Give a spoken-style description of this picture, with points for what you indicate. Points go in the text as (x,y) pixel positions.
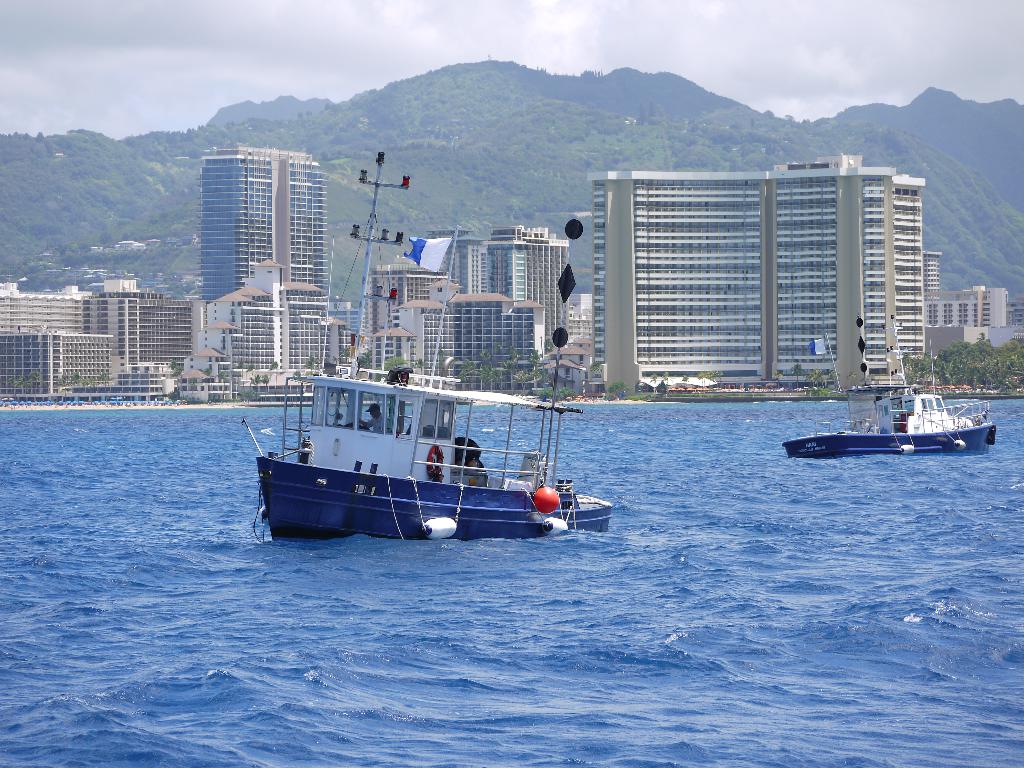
In this picture we can see two boats (523,453) on the water (644,708) with flags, swim tubes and a person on it. In the background (650,305) we can see buildings (86,328), trees (177,366), mountains (51,209), some objects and the sky (536,55).
